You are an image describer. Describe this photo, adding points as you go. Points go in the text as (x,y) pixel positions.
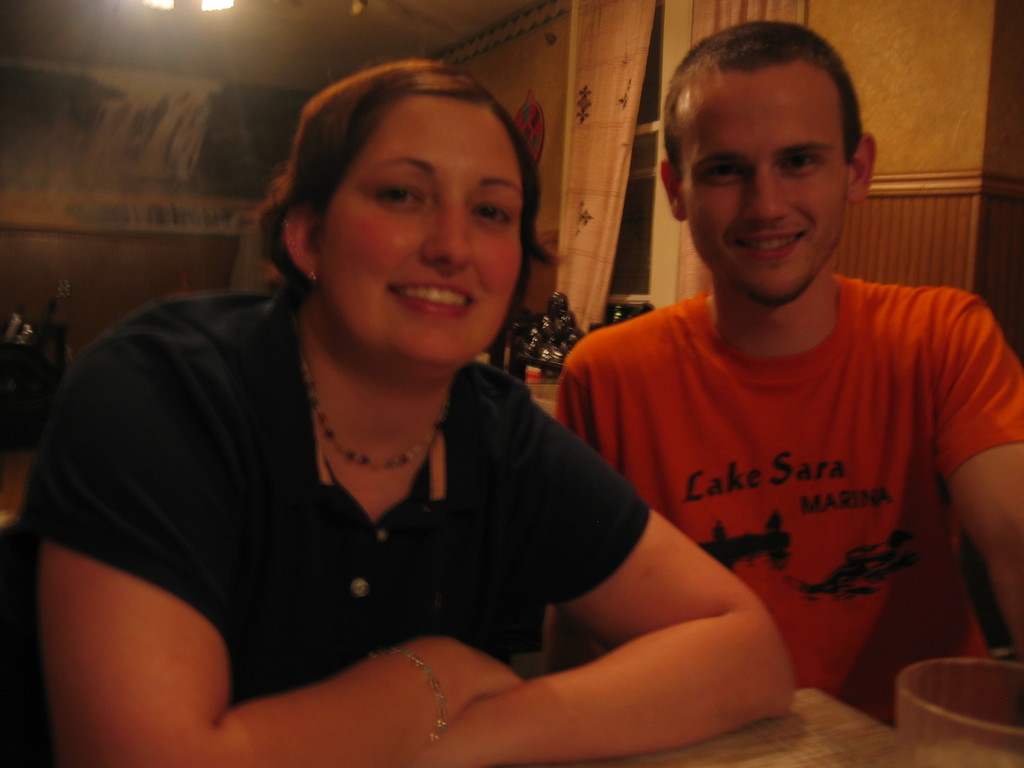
This picture might be taken inside the room (460,528). In this image, we can see two people (482,606) man (732,540) and woman (499,511) are sitting on chair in front of the table (821,737). On that table (821,737), we can see a glass (941,720). In the background (591,168), we can see curtains (599,116), glass windows (636,198). On the top (307,72) there is a roof (96,14) with few lights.
